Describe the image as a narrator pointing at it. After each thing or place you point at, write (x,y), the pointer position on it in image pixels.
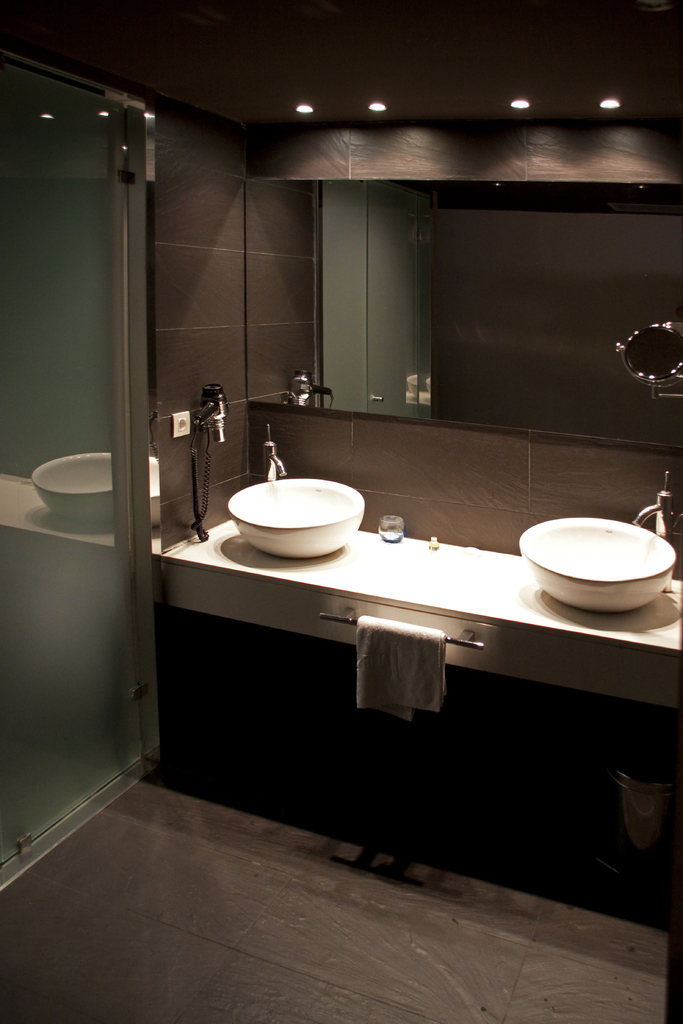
In this image there is a desk (369,602) on which there are two white colour sinks (310,529) with the taps (643,519) in the middle (292,511). In the background (591,307) there is a mirror (591,307). At the top (377,107) there are lights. On the left side (66,323) there is a glass door (64,396). There is a towel (375,662) which is hanged on an iron pole (353,622).
